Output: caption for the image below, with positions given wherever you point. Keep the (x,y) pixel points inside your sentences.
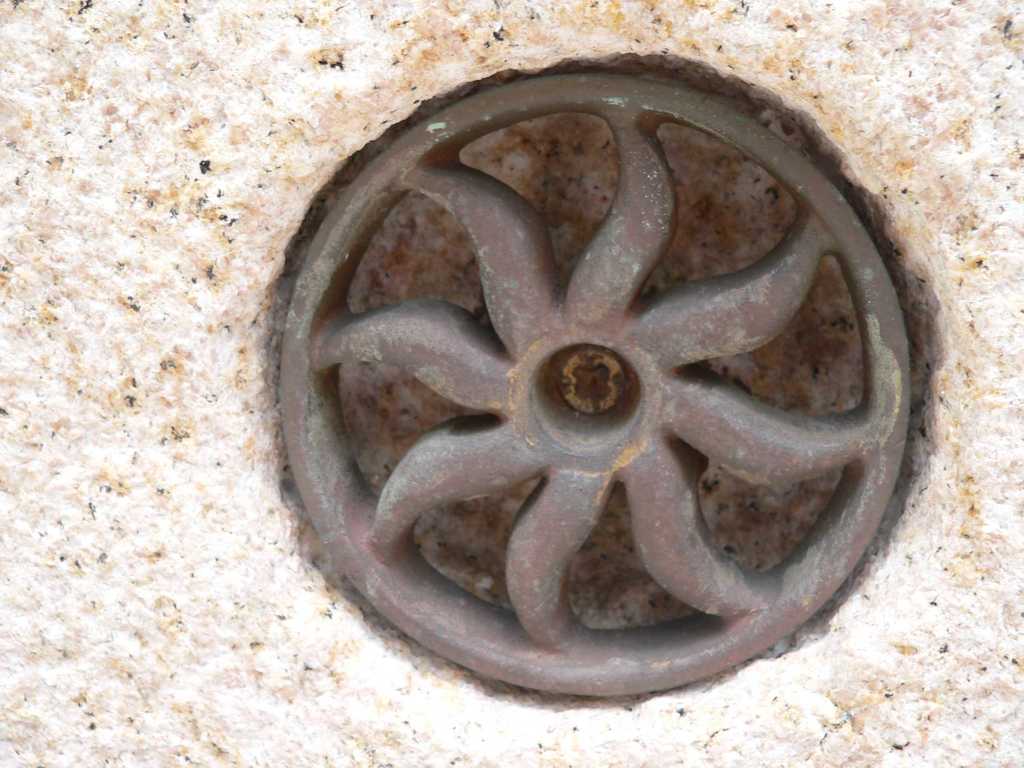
In this image I can see the wheel (518,472) in the wall (884,118) and the wall (208,235) is in light pink and brown color.
